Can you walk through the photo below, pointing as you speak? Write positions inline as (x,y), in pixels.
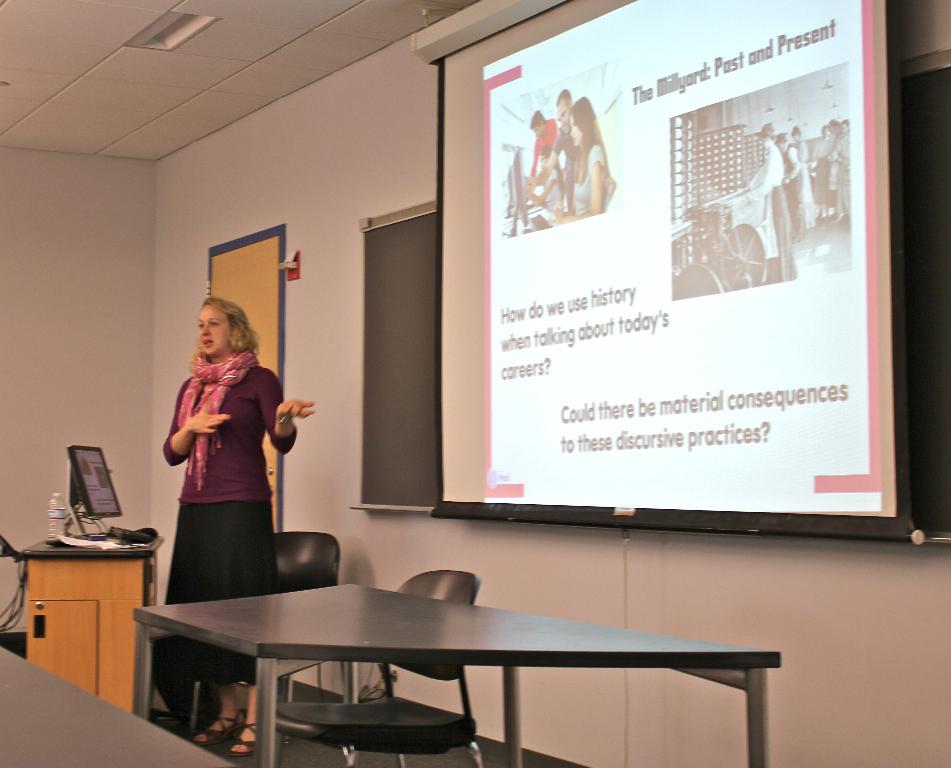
A woman (204,430) is standing behind her there is a projected image (560,335) and there is a chair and table (265,665).
